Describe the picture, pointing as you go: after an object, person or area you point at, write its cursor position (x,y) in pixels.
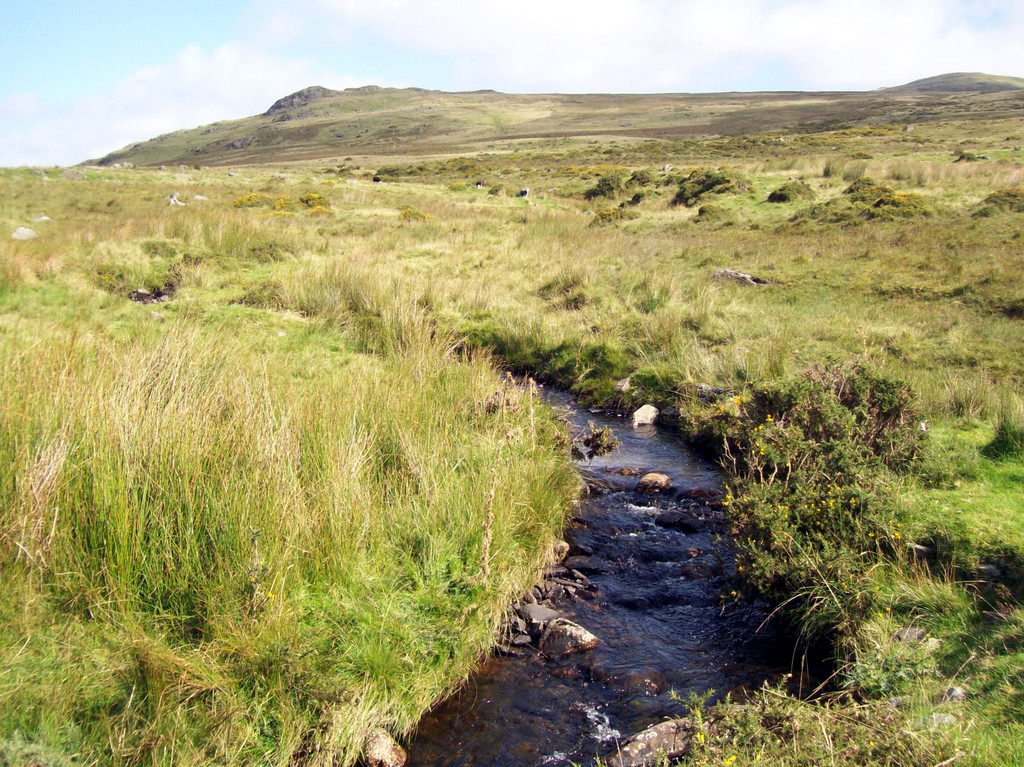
In this image I can see the water (637,586), few rocks (586,559) in the water (606,527) and some grass (497,442). In the background (369,124) I can see a mountain (440,121) and the sky (620,77).
